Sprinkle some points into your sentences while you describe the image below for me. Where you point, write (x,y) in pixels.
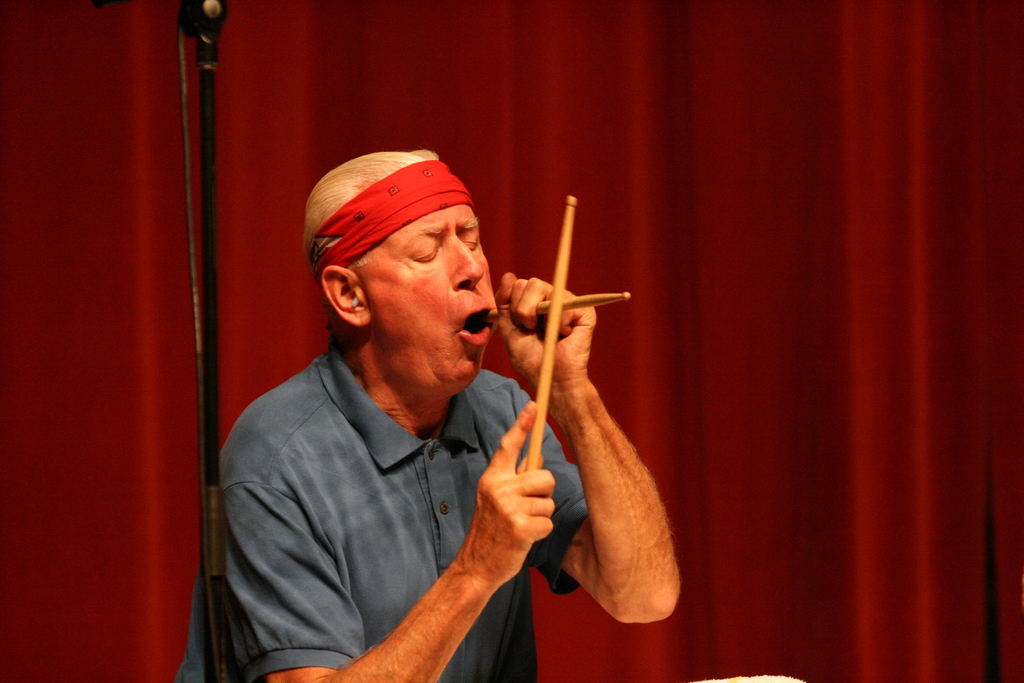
In this image I can see a person (424,266) and the person (373,663) is holding two sticks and the person (366,532) is wearing blue color shirt (365,520). Background (845,43) I can see a curtain (495,95) in red color.
